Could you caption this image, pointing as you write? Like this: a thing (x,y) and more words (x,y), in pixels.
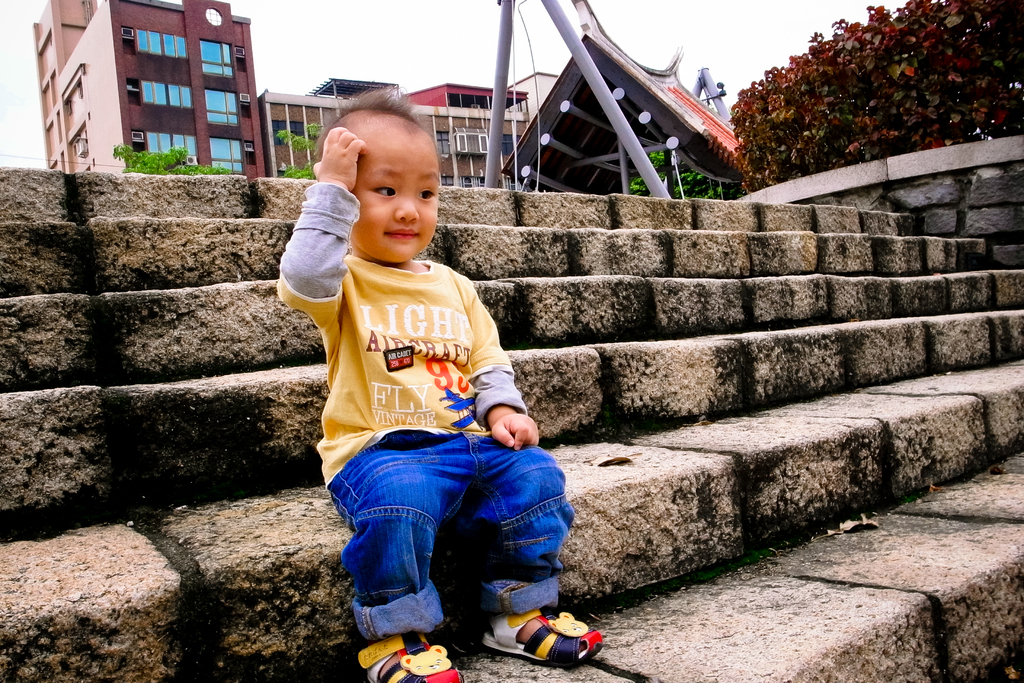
In this image we can see a kid (407,339). Here we can see steps (720,431), poles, plants (697,182), and buildings (81,32). In the background (376,23) there is sky (371,35).
